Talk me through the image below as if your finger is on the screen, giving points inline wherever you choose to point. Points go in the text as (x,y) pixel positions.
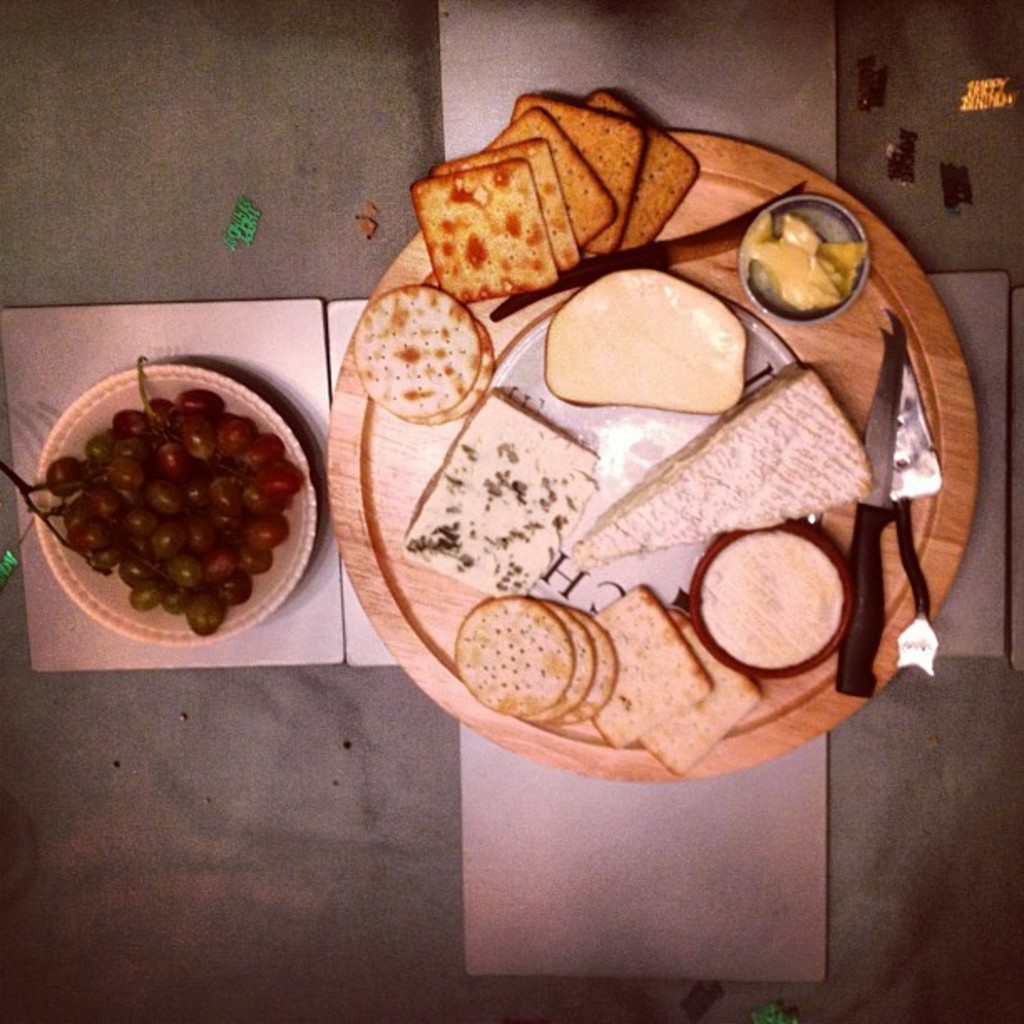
In this picture we can see a plate (436,688) with food items (627,405) and a knife (578,270) on it, bowl (126,621) with grapes (176,434) in it and some objects (186,653) and these all are placed on a platform (275,992).
